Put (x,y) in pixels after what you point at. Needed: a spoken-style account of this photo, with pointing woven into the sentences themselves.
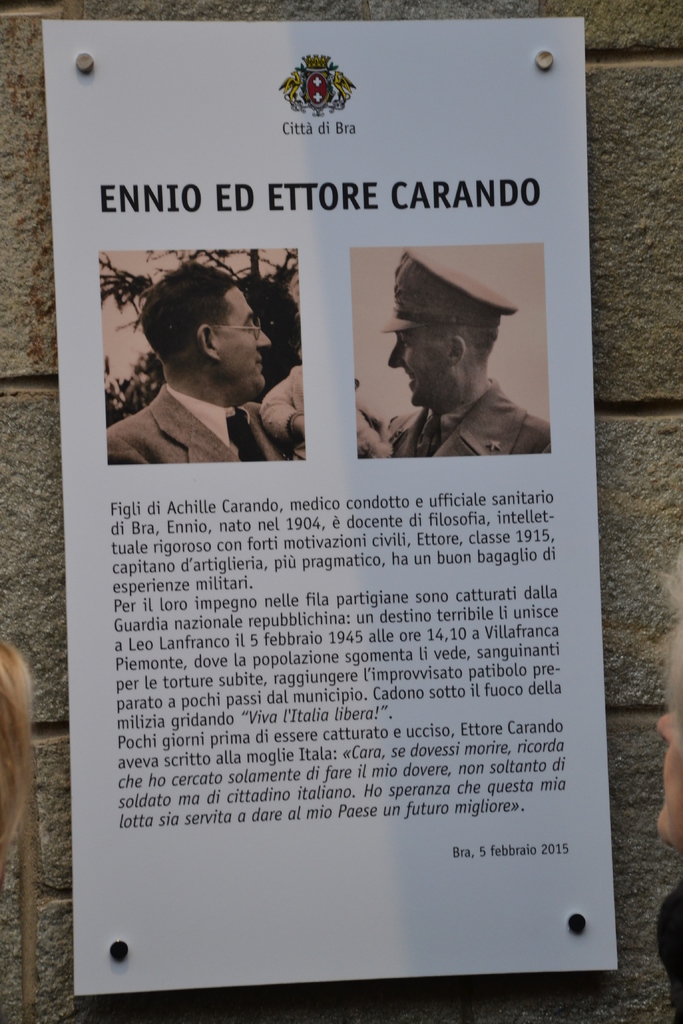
In this image I can see a paper (149,436) attached to the wall (46,281) and on the paper (330,329) I can see a person image (368,416), text (137,670).
